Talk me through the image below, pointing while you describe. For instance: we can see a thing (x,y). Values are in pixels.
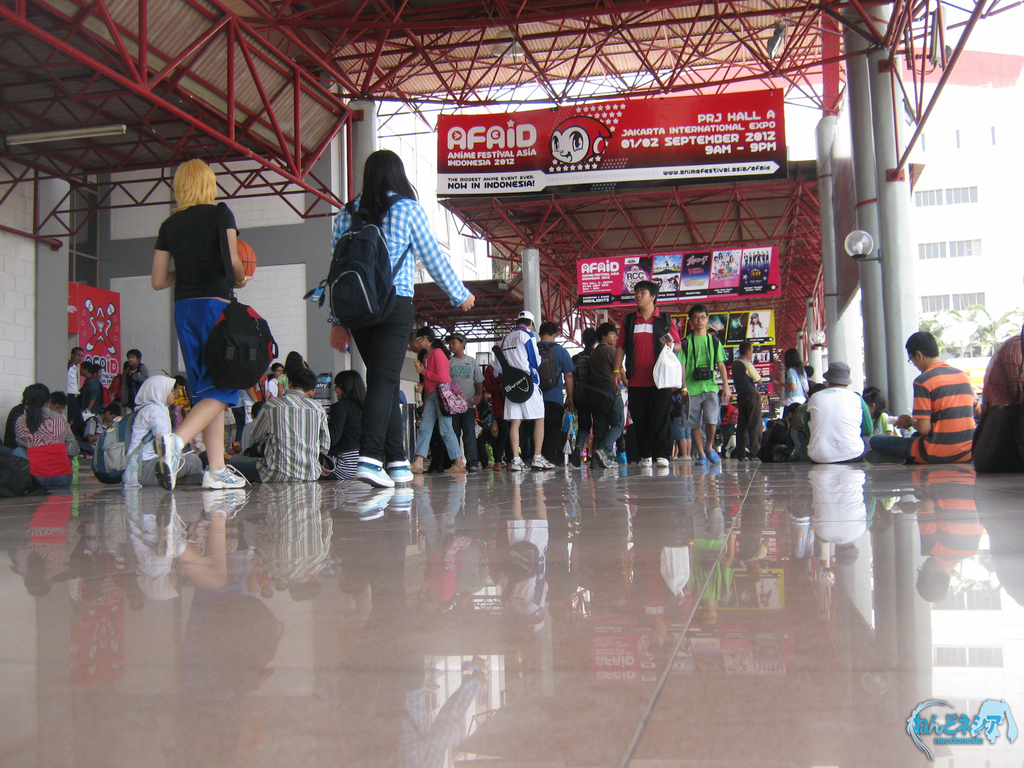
These two people (386,430) are walking. Here we can see hoardings (111,335) and people (382,388). Few people (138,425) are sitting. Building (938,244) with windows (976,249). Light (861,243) is attached to this pole (880,243). This is an open shed (705,209).
